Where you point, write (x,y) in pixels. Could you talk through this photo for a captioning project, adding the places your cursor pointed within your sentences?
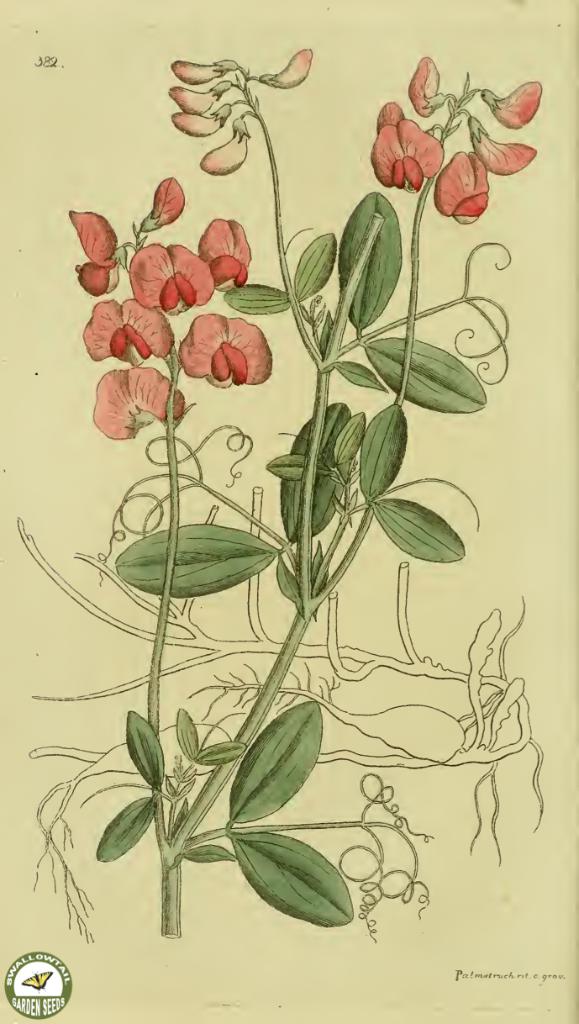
In this picture, we see the drawing (250,600) of the plant (277,749) which has the flowers (215,339) and the buds (232,108). These flowers (197,264) are in red color. In the background (240,414), it is cream in color. This picture might be drawn on the cream paper (42,330).
